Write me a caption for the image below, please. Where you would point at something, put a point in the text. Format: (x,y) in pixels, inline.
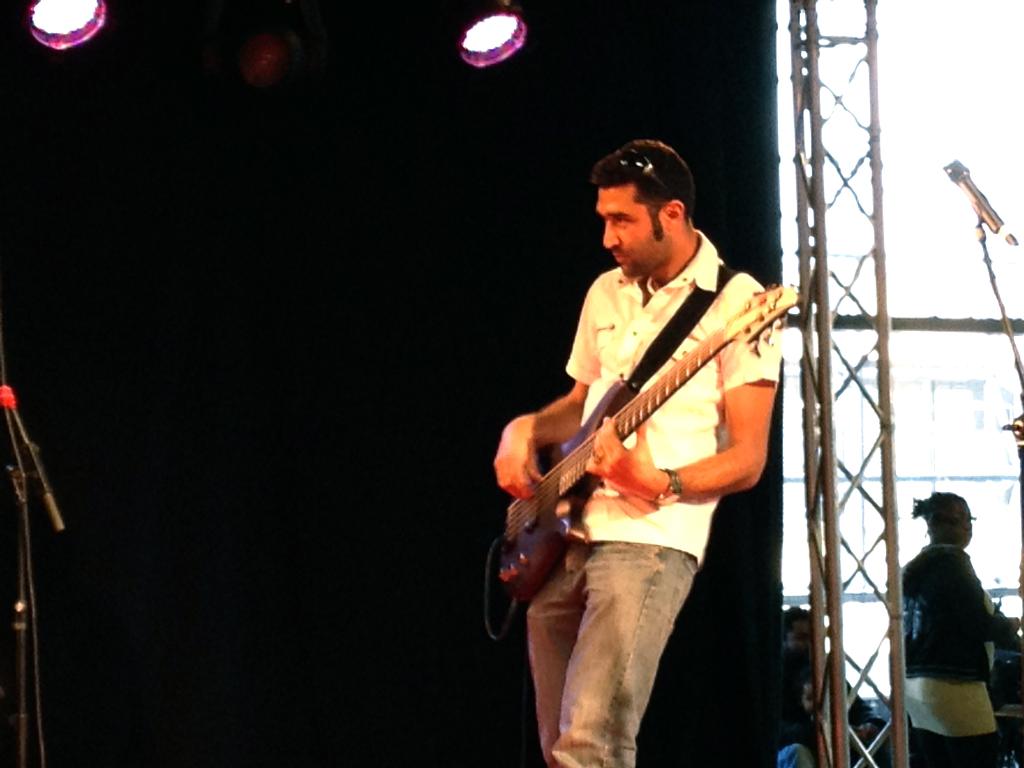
There is a man (658,320) and he is playing guitar (541,509). Here we can see lights (467,46) and this is mike (964,190). And there is a person (908,580).
